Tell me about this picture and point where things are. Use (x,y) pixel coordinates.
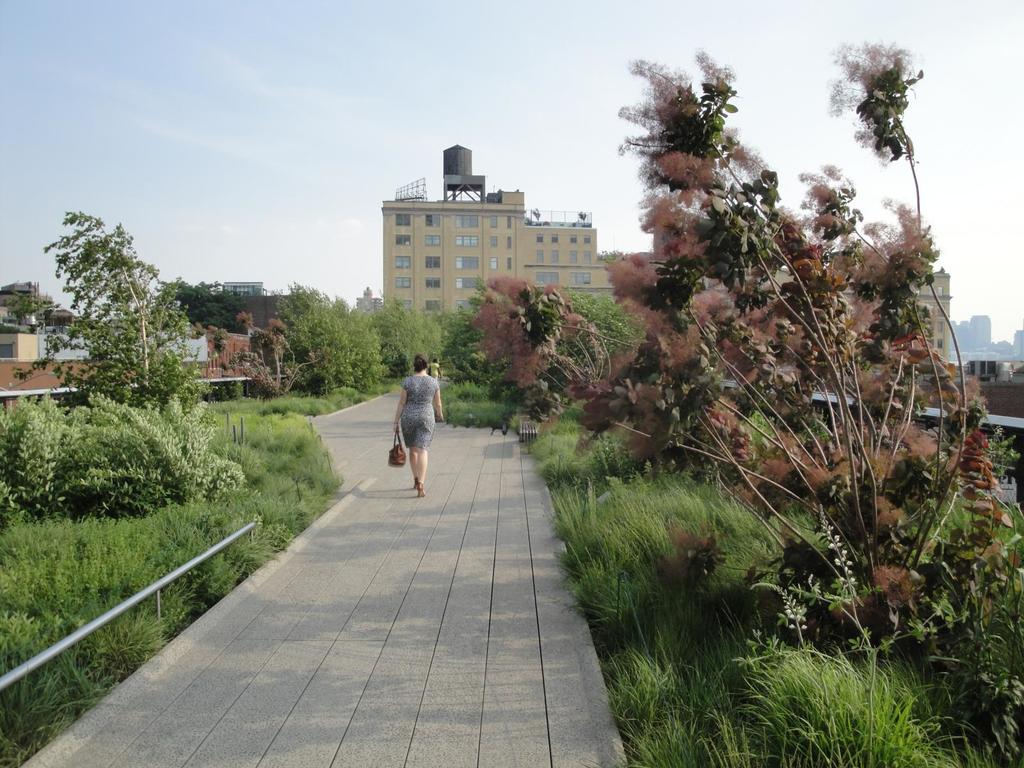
In this image we can see people (426,422) walking on the pavement (418,572). To the both sides of the image there are trees (656,342), grass (187,515). In the background of the image (373,273) there is a building (385,250), sky (328,216).
